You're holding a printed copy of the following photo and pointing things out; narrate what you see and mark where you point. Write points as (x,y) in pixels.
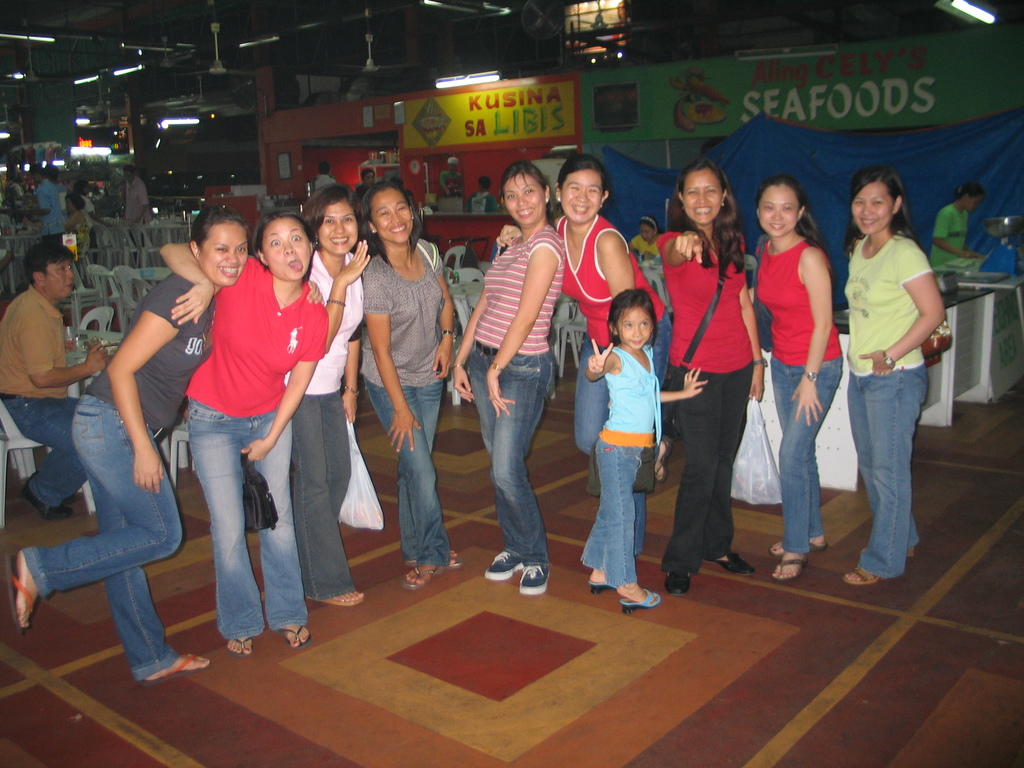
In this image there are people (817,420) standing, in the background (113,275) there are chairs (99,262), on that chair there is a person (62,340) sitting, at the top (130,67) there are lights (140,54) and fans (542,11) and there are boards (835,75) on that boards (844,112) there is some text (838,84).
